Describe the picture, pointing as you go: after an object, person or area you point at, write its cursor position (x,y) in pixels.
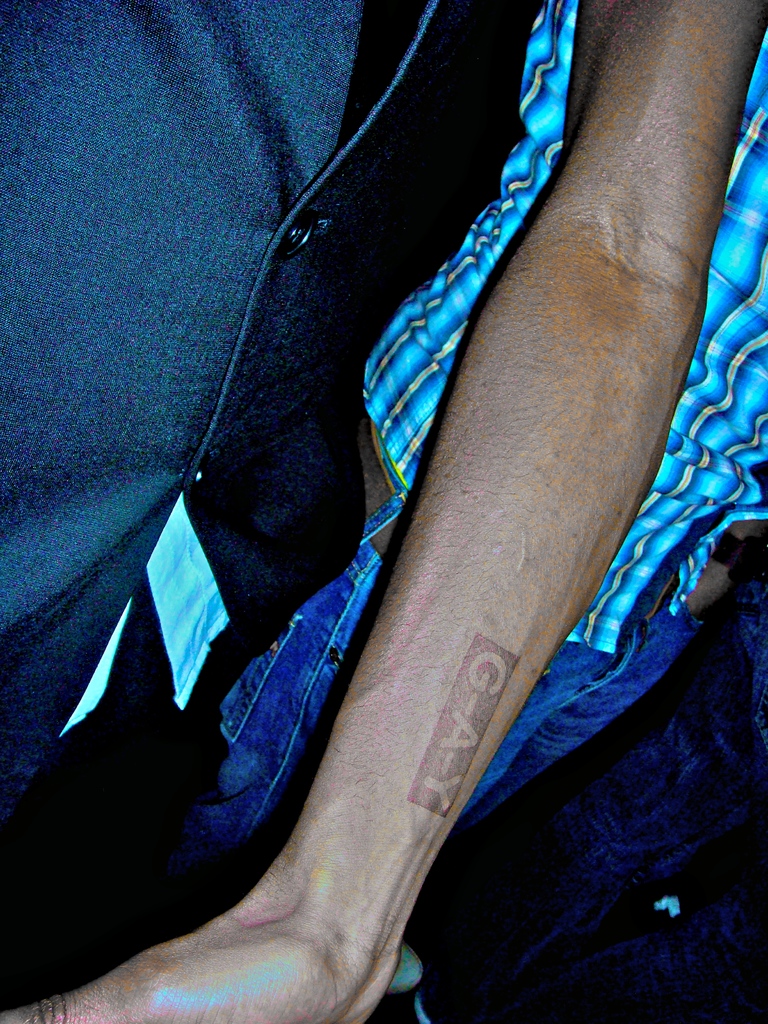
There is a tattoo (491,650) on a hand (402,699) of a person (683,51). In the background (628,561), there is another person (628,561) who is in jean pant (515,739).
